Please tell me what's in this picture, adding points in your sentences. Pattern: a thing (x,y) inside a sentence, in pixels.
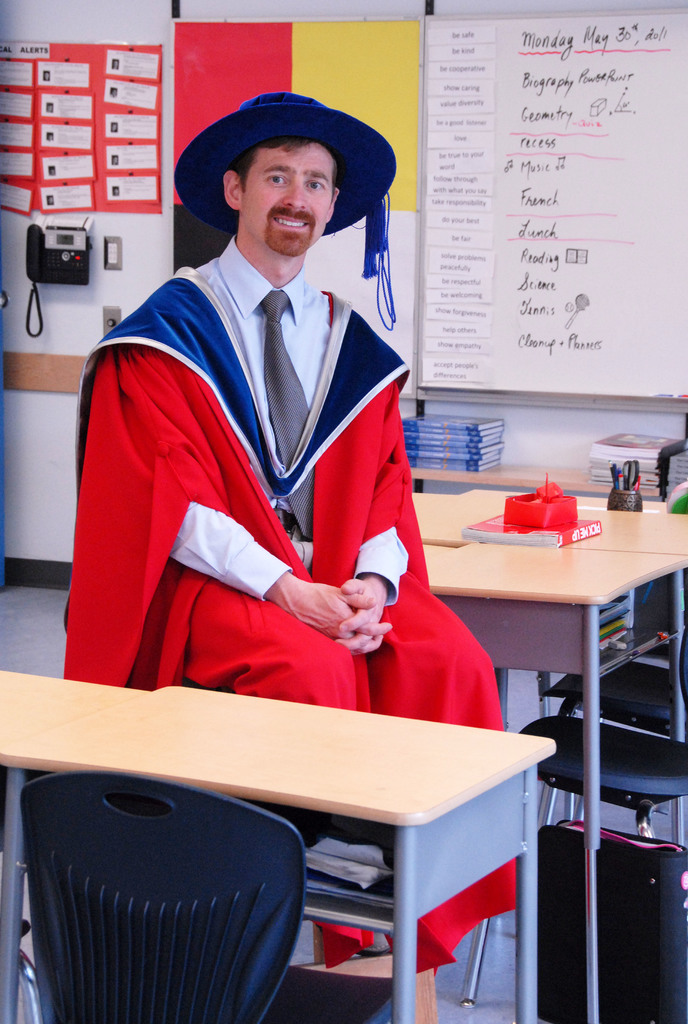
a person (299,695) is sitting on a chair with a table (1,684) in front of him.
